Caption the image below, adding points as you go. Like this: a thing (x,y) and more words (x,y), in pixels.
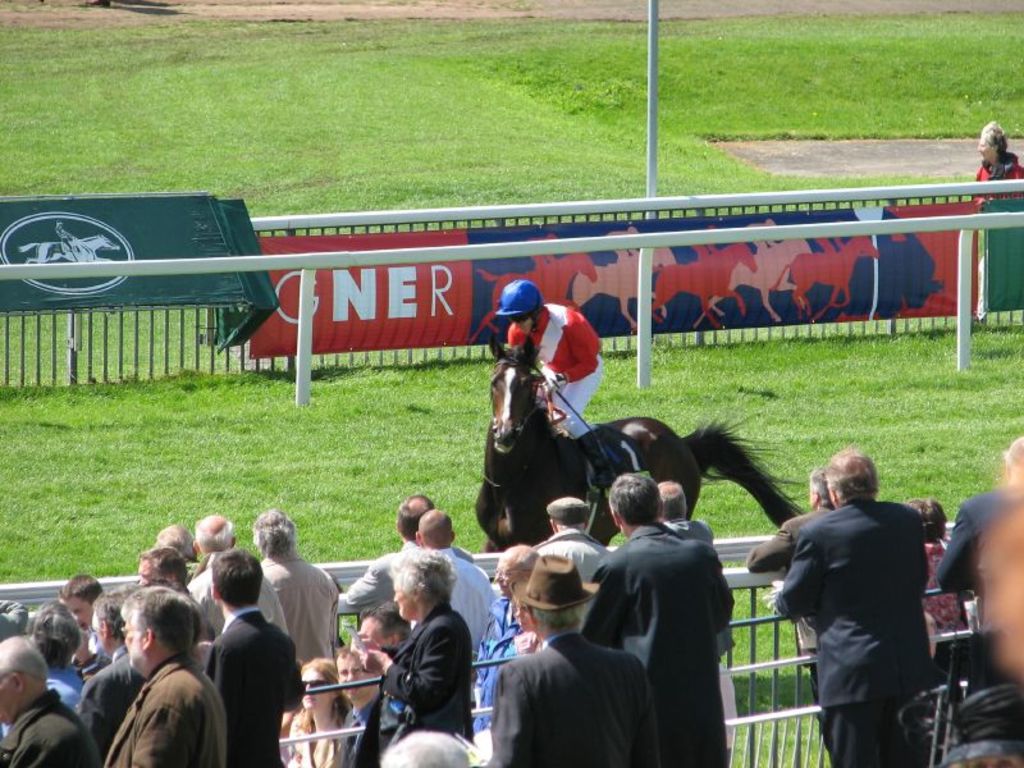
Group of people (829,654) standing and this person (604,455) riding on the horse (607,447) and wear helmet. We can see banners (491,234), fence (845,223), pole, grass (716,114).
